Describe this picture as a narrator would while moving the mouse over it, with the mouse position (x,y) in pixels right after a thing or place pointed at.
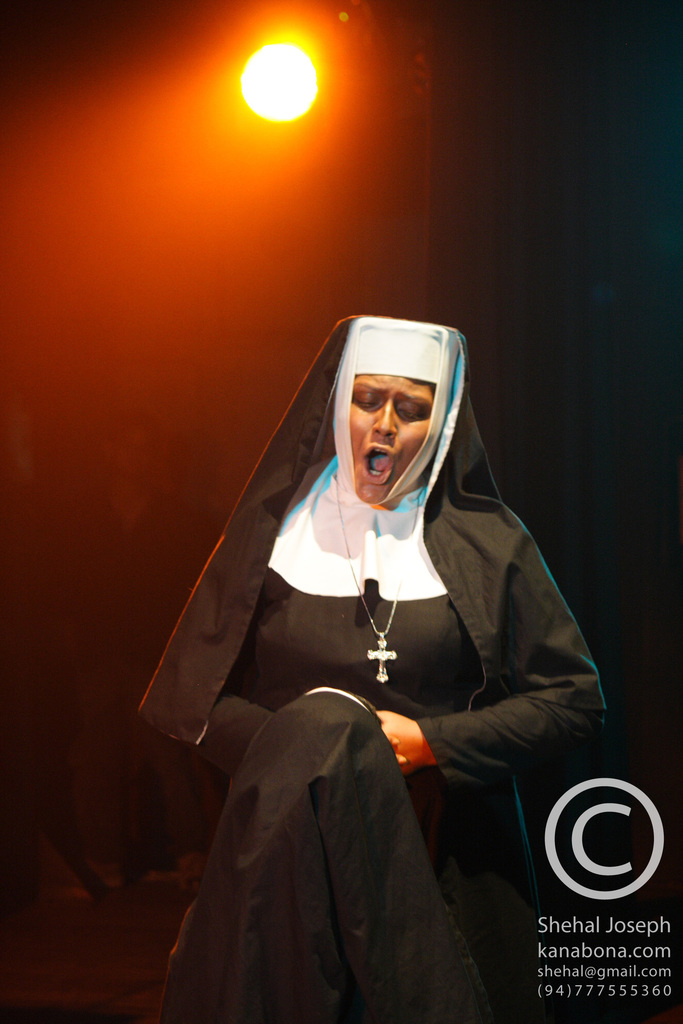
In the image there is a nun (431,698) singing song, on the top (313,76) there is a light (286,88).
